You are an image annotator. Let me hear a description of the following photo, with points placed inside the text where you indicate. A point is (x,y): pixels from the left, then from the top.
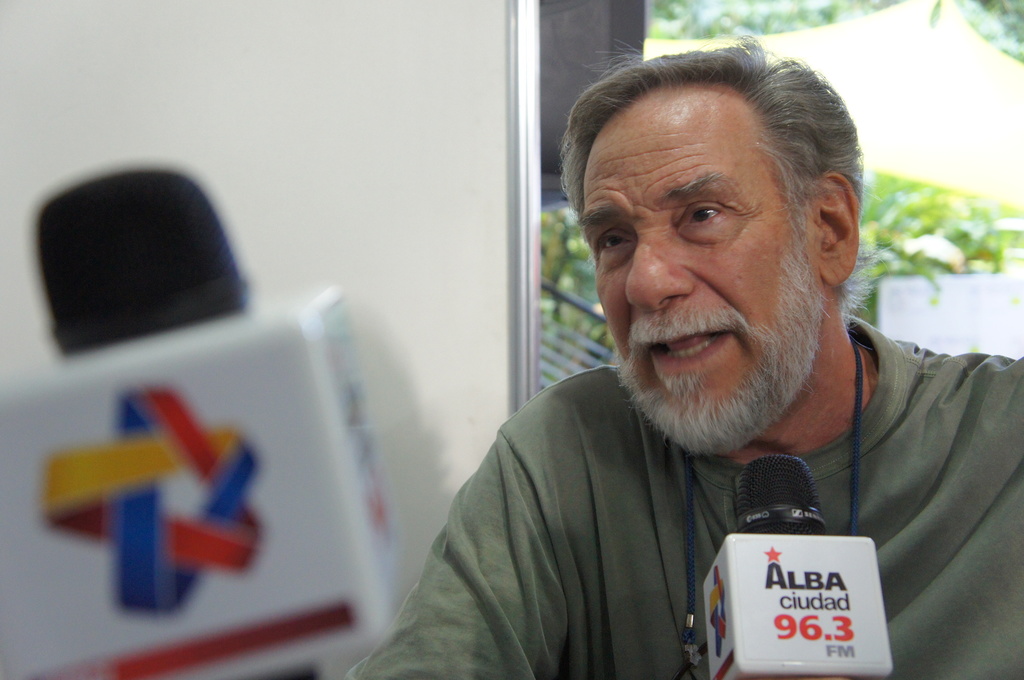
In this picture we can see a mic (99,398) and a man (666,294) talking on a mic (720,598) and in the background (357,139) we can see a board (458,303), trees (974,229).
